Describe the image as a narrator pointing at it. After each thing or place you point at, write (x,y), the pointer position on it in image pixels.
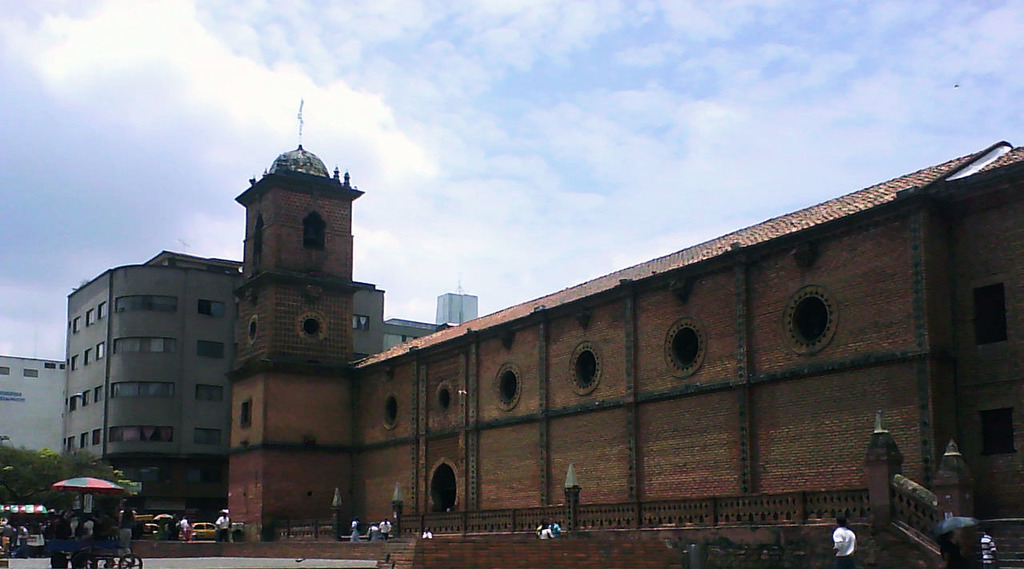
In this image there are buildings (326,432) there are persons (183,537), trees (20,495), tents (36,507) and the sky (221,60) is cloudy.
